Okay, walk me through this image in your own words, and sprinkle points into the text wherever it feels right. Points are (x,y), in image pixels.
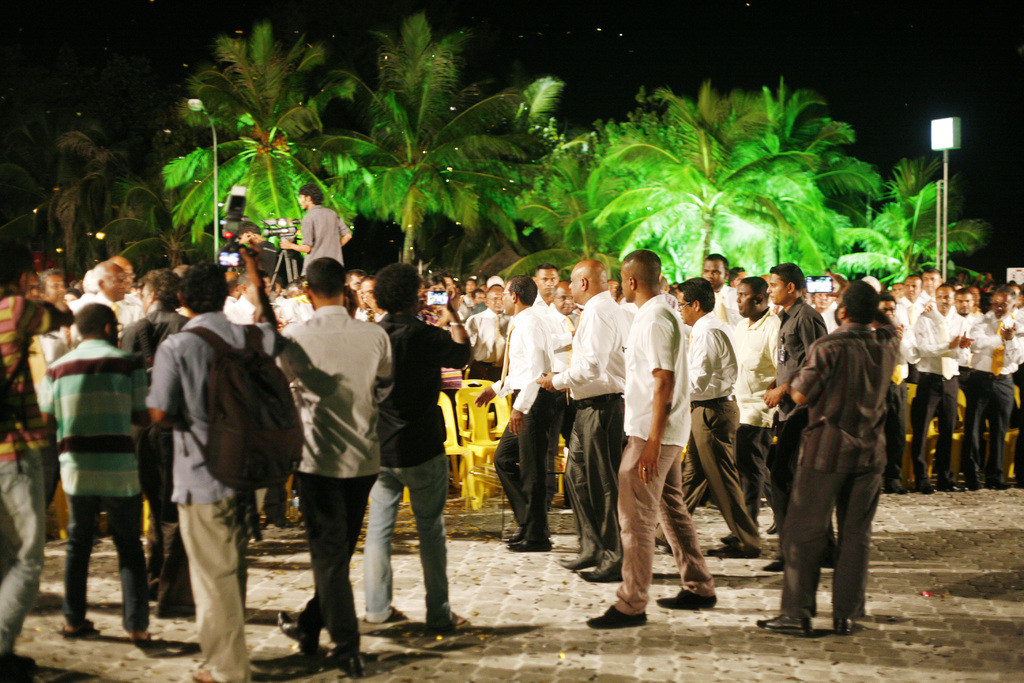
In this image I can see the group of people (555,455) with different color dresses (425,565). I can see one person (254,460) wearing the bag (246,399). I can see few people (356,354) are holding the mobiles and cameras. There are yellow color chairs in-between these people (313,309). In the background (548,248) I can see many trees (408,243) and poles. And there is a black background (647,76).
